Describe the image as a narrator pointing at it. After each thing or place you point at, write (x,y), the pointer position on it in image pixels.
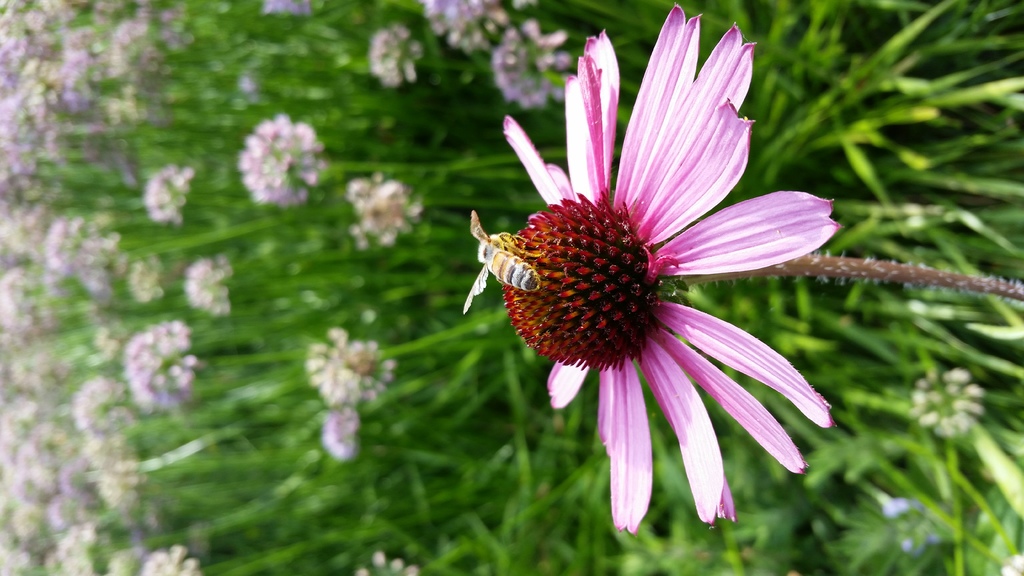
In this image an insect (502,242) is on a flower (560,256). Background (22,547) there are few plants (308,347) having flowers (92,481) and leaves (899,167).
